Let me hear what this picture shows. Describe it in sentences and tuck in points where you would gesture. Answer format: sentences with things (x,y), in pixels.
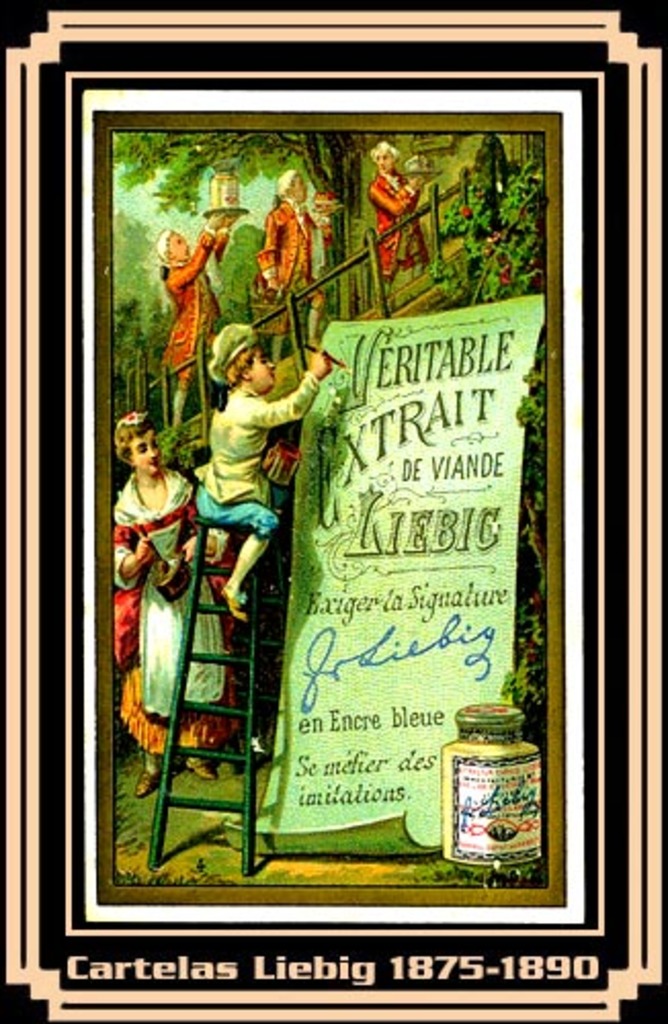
In this image I can see few people (206,278) walking. In front (250,405) I can see person (244,450) is sitting on the ladder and painting on the paper (402,379). Something is written on it. I can see trees (516,226).
